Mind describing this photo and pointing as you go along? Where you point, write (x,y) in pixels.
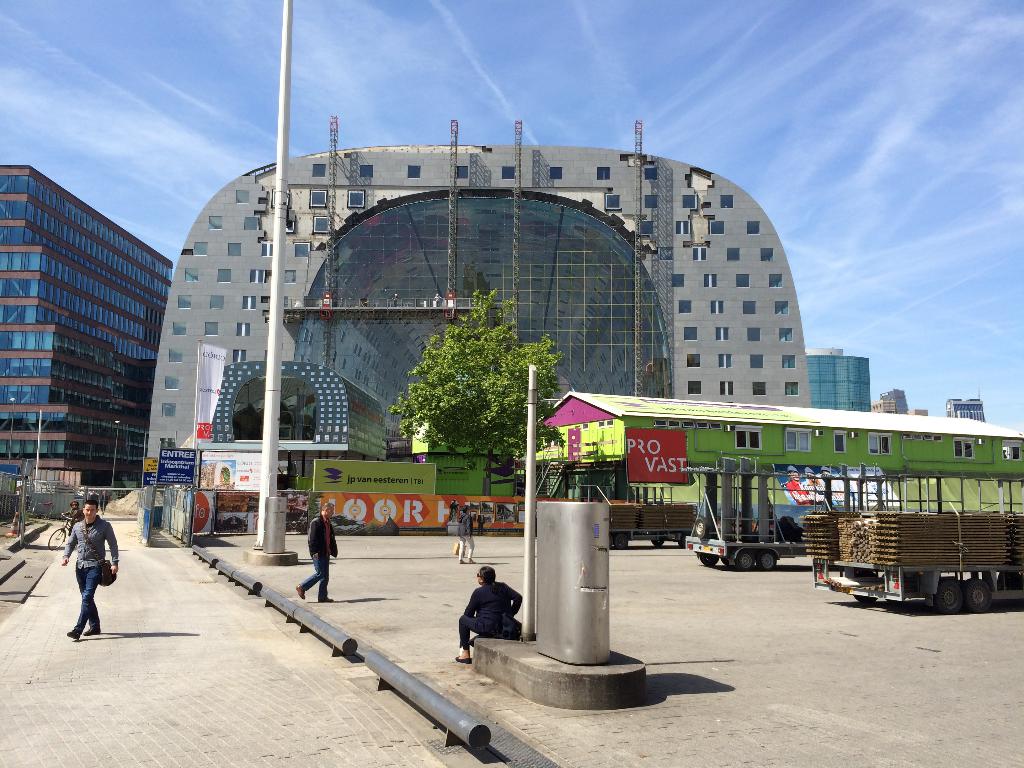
In this image there are a few people (335,551) walking and there is a person (461,632) sat on the concrete platform (510,661), beside them there are two trucks (766,562) parked, in the background of the image (343,355) there are trees (500,385), utility poles (527,596) and buildings (126,274).
